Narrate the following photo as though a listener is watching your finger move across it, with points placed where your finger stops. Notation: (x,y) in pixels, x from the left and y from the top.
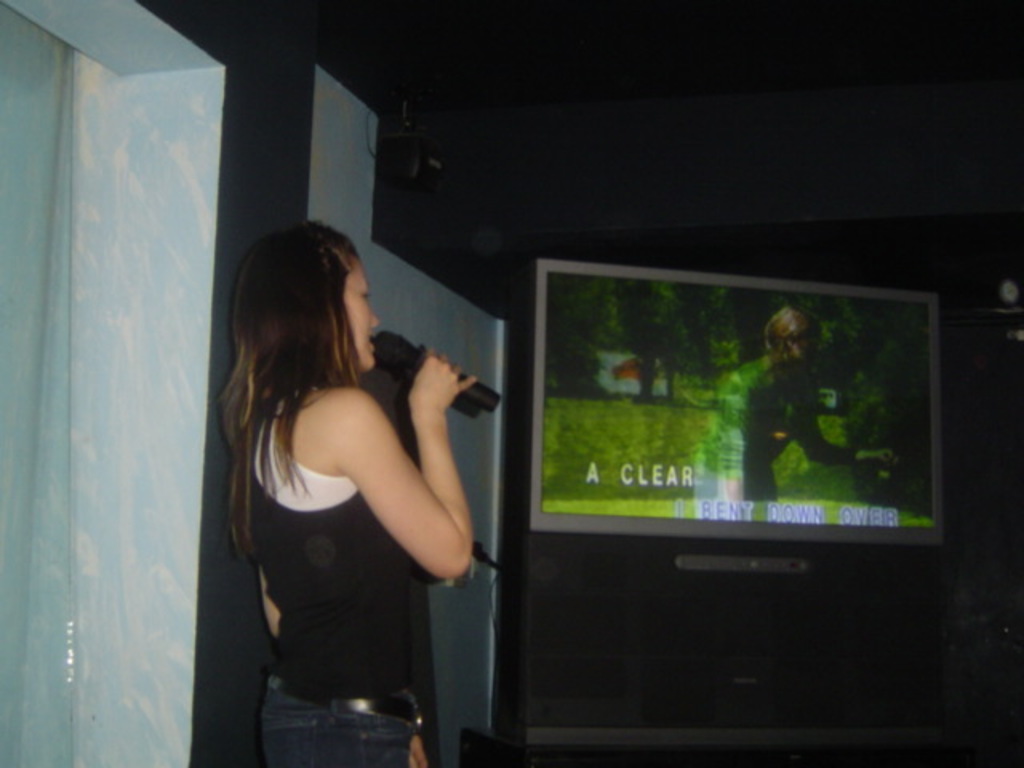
In this image there is a woman (302,436) standing. She is holding a mike (415,367) in her hand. Right side (705,477) there is a screen (617,454) attached to the wall (1007,250). Top of the image (399,169) a projector (411,152) is attached to the roof (390,83).
